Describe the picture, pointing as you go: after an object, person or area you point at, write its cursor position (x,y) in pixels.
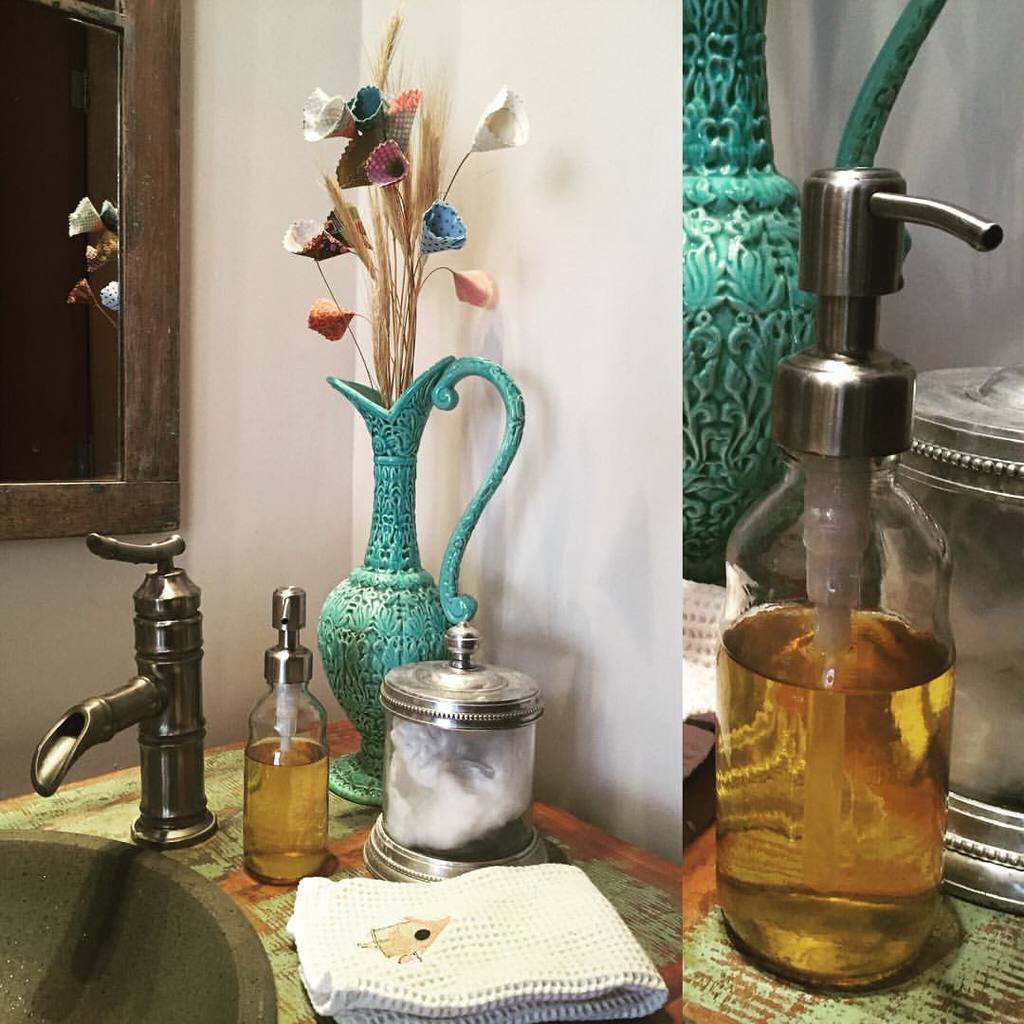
Vase (409,531) containing flower (395,299), tap (168,721), basin (171,943), bottle (300,780), cloth (570,923), mirror (102,402).
